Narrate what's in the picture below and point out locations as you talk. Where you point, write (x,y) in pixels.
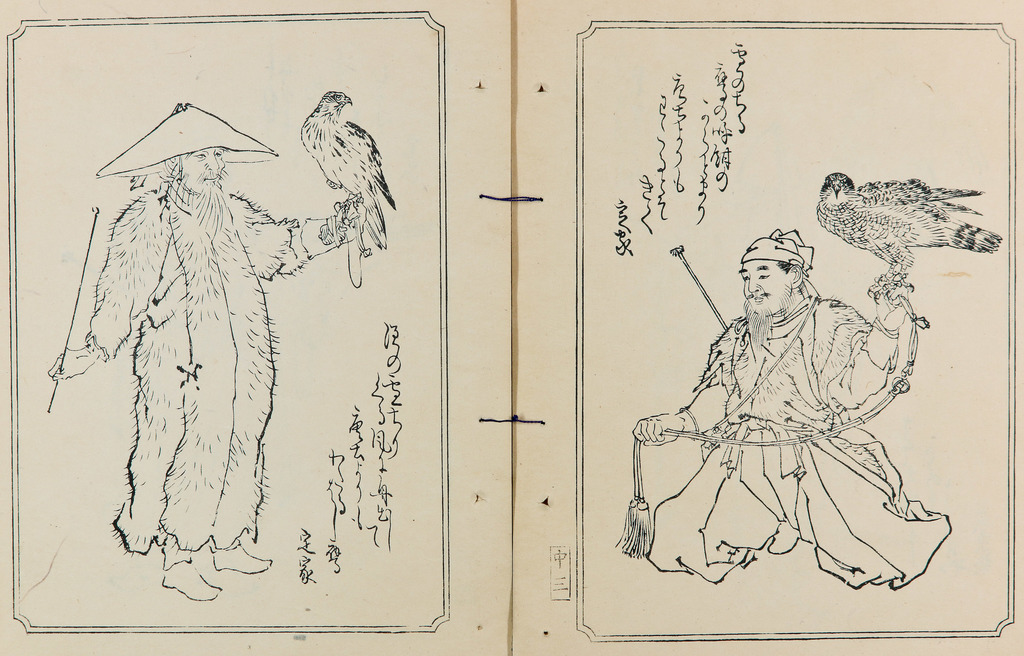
In this picture we can see pages (244,427) with a man (214,144) holding a bird (892,208) with his hand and some text (383,450).
